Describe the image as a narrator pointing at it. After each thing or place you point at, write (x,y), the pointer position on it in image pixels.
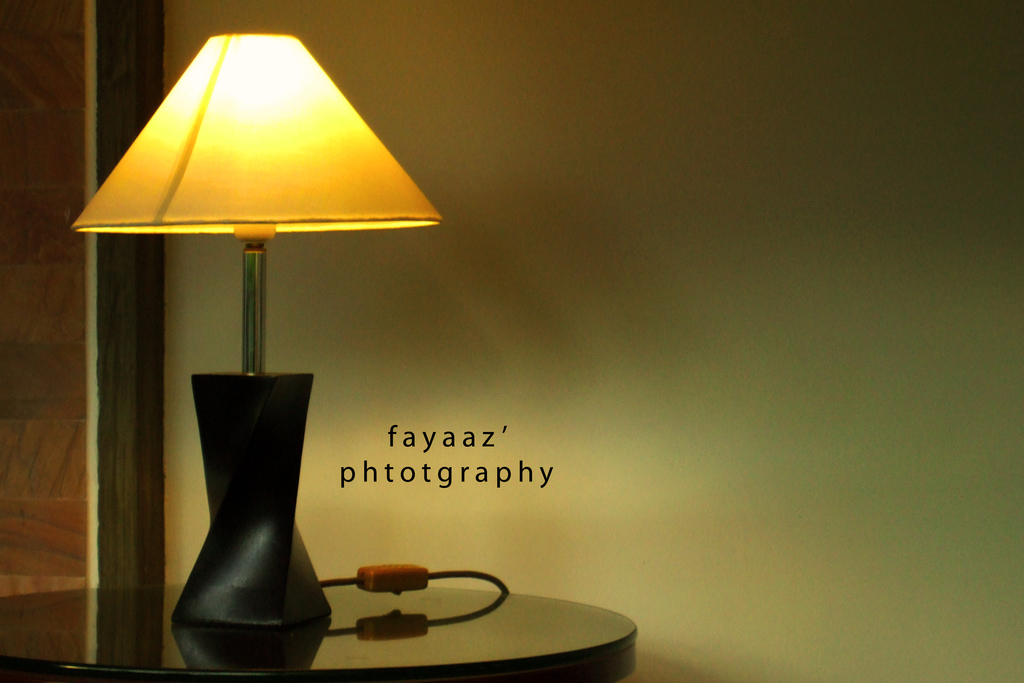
In this image there is a lamp (277,518) on the table (292,647). Beside the lamp (288,501) there is some text (389,475). In the background (668,238) there is a wall (668,238). The lamp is connected with the wire (363,585).
